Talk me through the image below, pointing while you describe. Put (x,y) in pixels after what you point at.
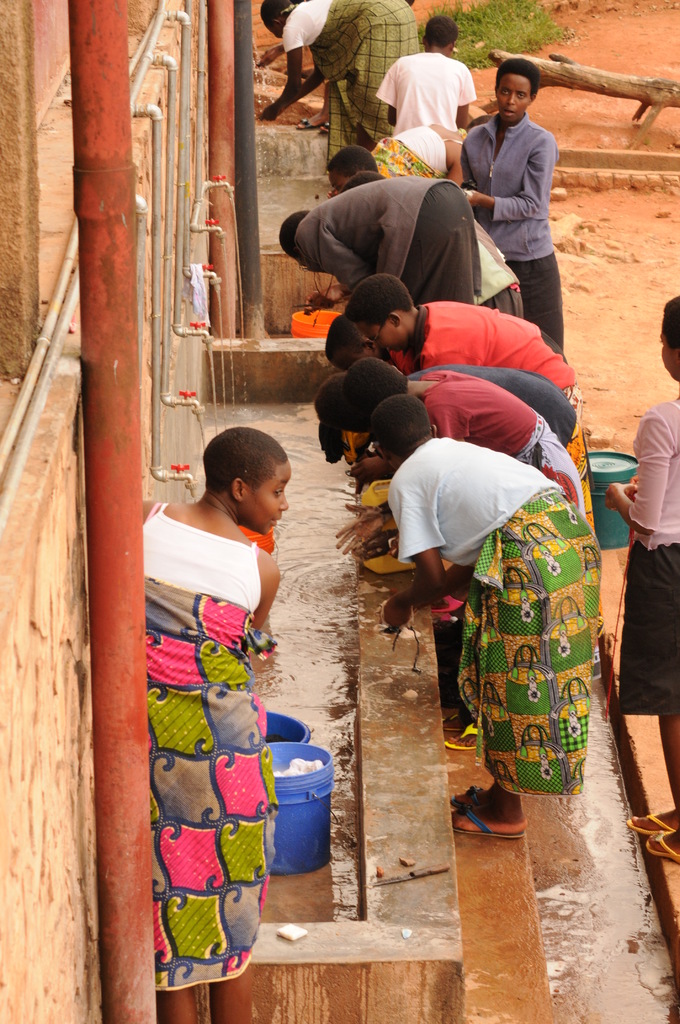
In this image in the center (443,401) there are some people (400,348) who are standing, and on the left side (207,683) there is one woman (232,755) who is standing and all of them are cleaning their hands (397,540) with water (299,490). In front of them there are some taps (197,337) and wall (57,403) and pipes (216,159). In the background (591,326) there is sand (483,86) and some grass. On the right side (648,479) there is one person (640,500) who is standing and also there are two buckets (316,789).
